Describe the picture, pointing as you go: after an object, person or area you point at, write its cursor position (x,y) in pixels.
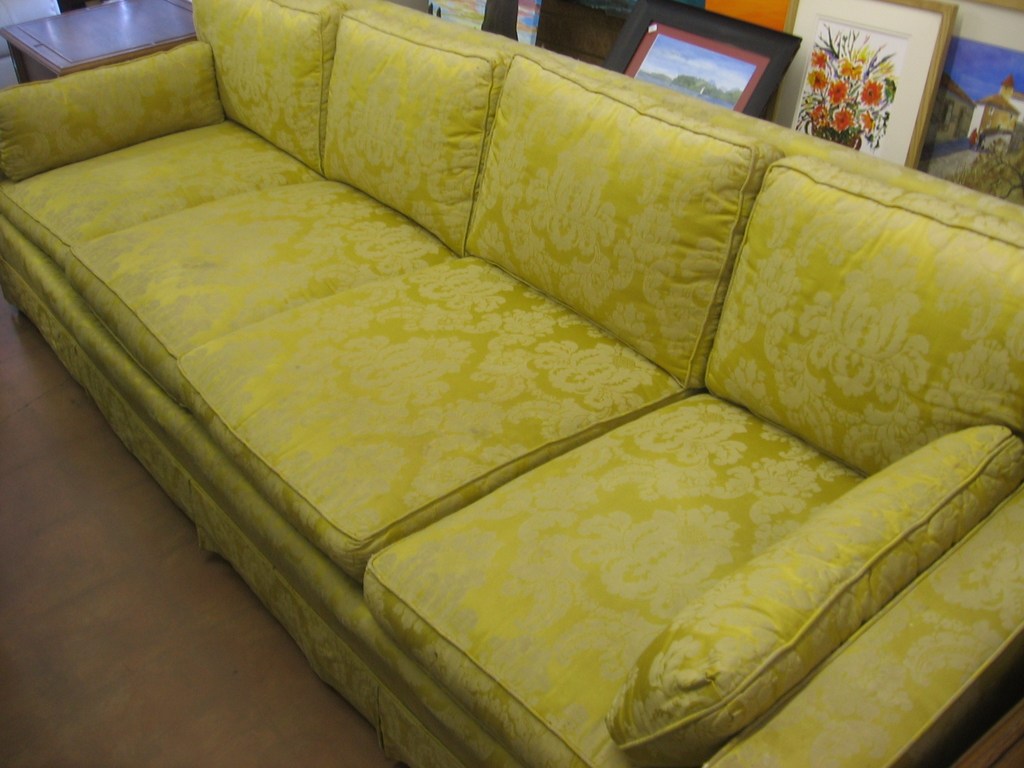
In the image we can see there is a sofa (778,239) which is in yellow colour.
